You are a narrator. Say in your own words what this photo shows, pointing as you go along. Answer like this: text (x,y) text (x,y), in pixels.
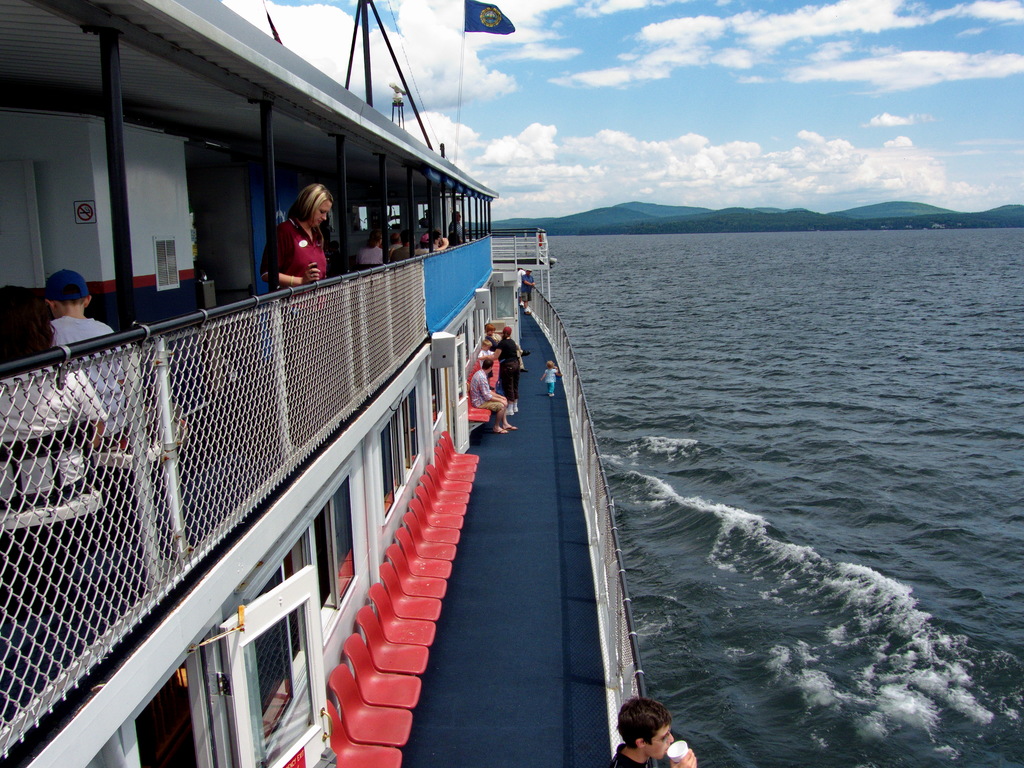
This picture is clicked outside. On the right (789,478) we can see a water body (844,431). On the left (69,532) we can see an object (51,204) seems to be the ship (555,548) and we can see the mesh (189,389), metal rods (165,426), chairs (345,725), group of persons (475,391) and we can see the windows (318,588), flag (486,12) and many other objects (211,296). In the background (684,91) we can see the sky (735,96), hills (606,214), clouds (794,152) and some other objects (758,229).
